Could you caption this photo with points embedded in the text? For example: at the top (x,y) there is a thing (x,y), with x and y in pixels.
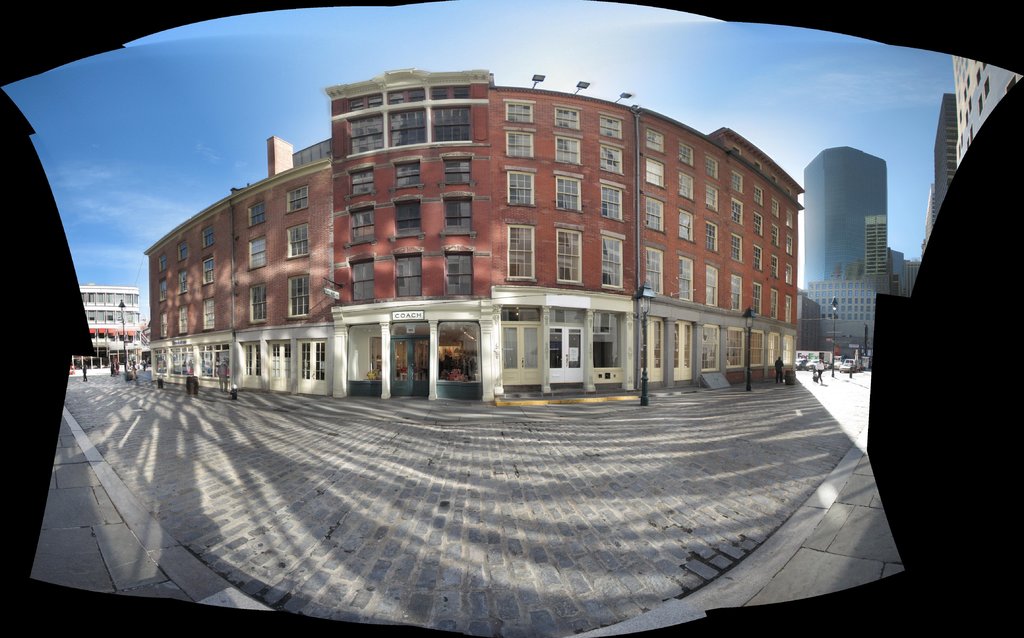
In this picture we can see buildings (619,309), poles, boards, and few people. In the background (105,95) there is sky (655,78).
